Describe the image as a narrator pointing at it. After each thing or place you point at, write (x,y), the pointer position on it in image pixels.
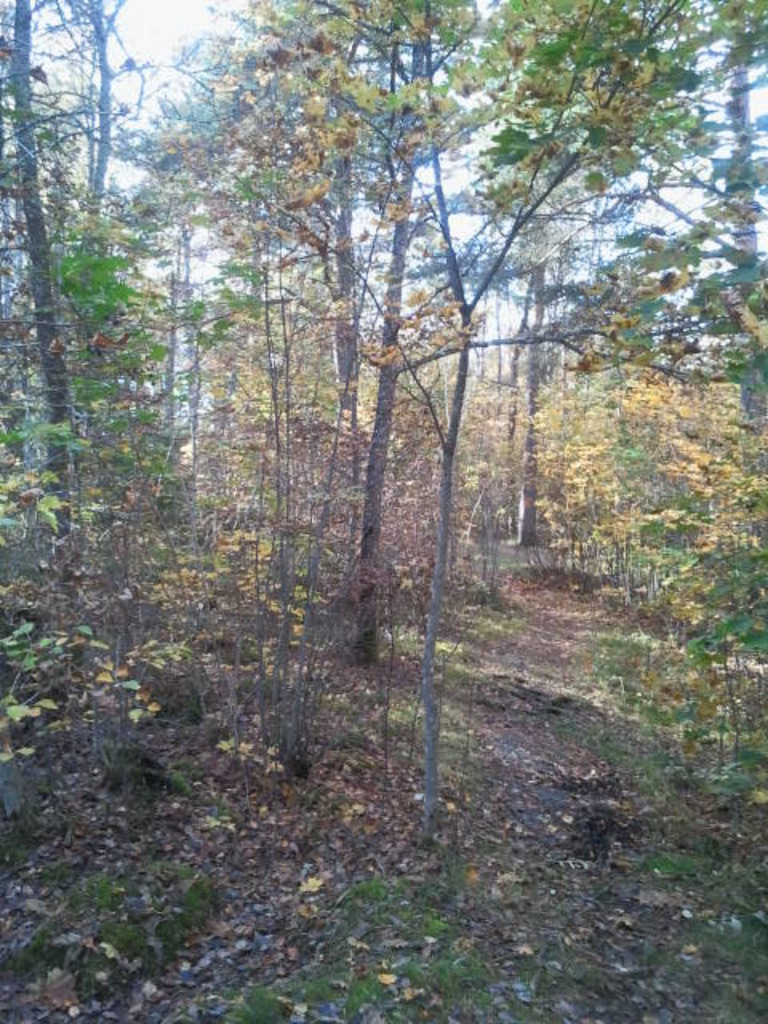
In this image we can see trees (353,331) and sky (71,12).
